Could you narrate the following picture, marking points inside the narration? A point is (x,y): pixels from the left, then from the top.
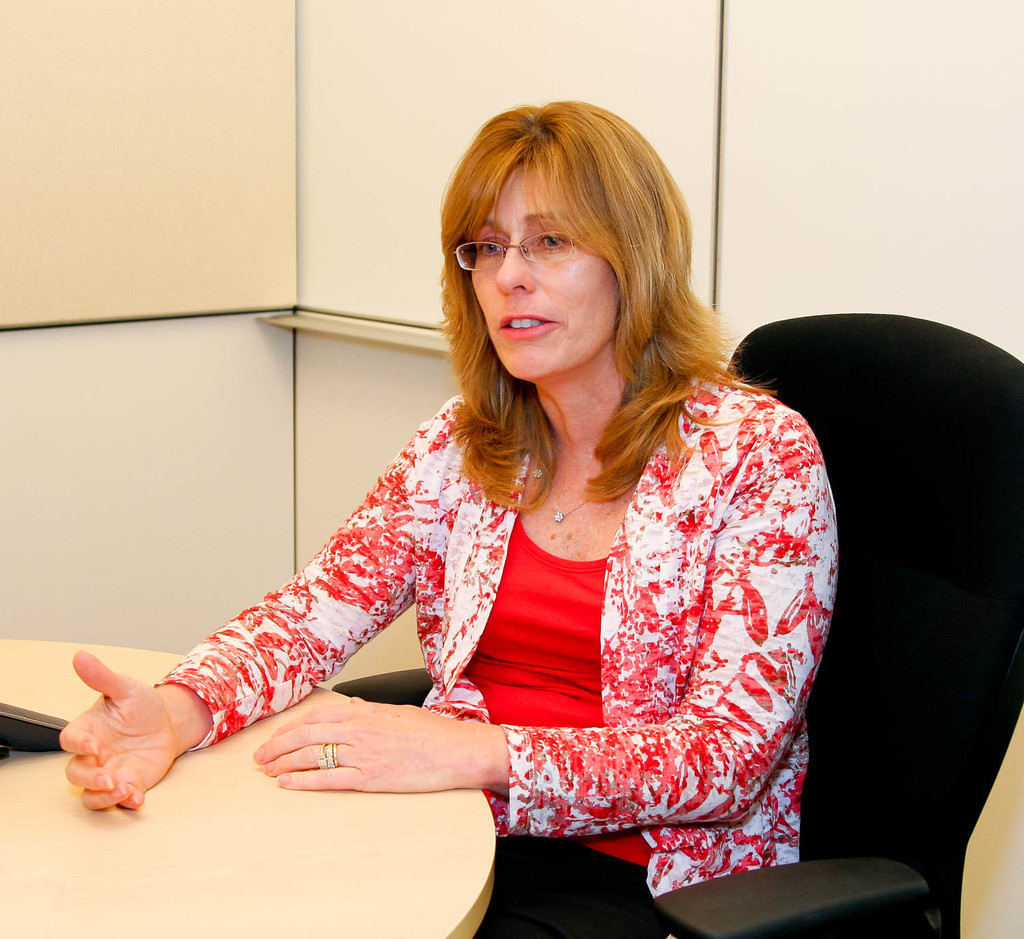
In this image there is a person (743,567) sitting on the chair (974,390), and there is an object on the table (41,682), and in the background (302,551) there is wall (293,519).
